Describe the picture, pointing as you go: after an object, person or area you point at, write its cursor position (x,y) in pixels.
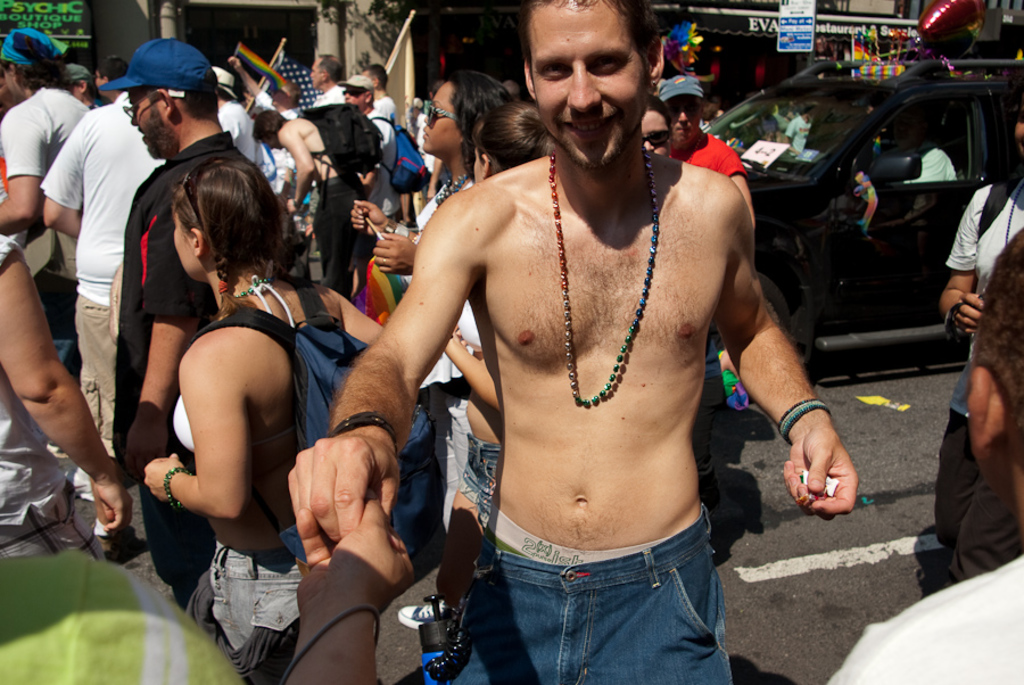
In this picture I can observe some people (398,259) on the road (867,386). In the middle of the picture (578,389) I can observe a man (568,220) smiling. On the right side (896,237) I can observe a car (821,209) moving on the road (920,529).
